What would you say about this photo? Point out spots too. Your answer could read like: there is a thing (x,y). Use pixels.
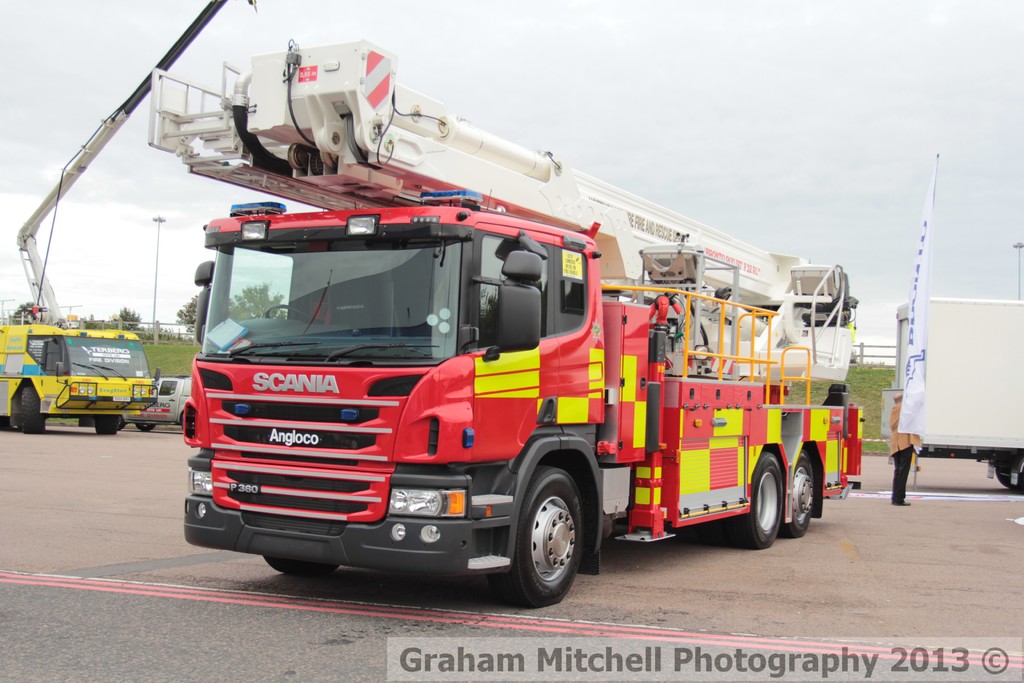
In the image we can see there are vehicles (282,345) of different colors. Here we can see a person (896,464) standing, wearing clothes (901,449) and holding a flag (916,324) in hands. Here we can see road (149,570), grass (180,348), tree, pole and a sky (173,311). At the right bottom (760,651) we can see watermark (758,658).
